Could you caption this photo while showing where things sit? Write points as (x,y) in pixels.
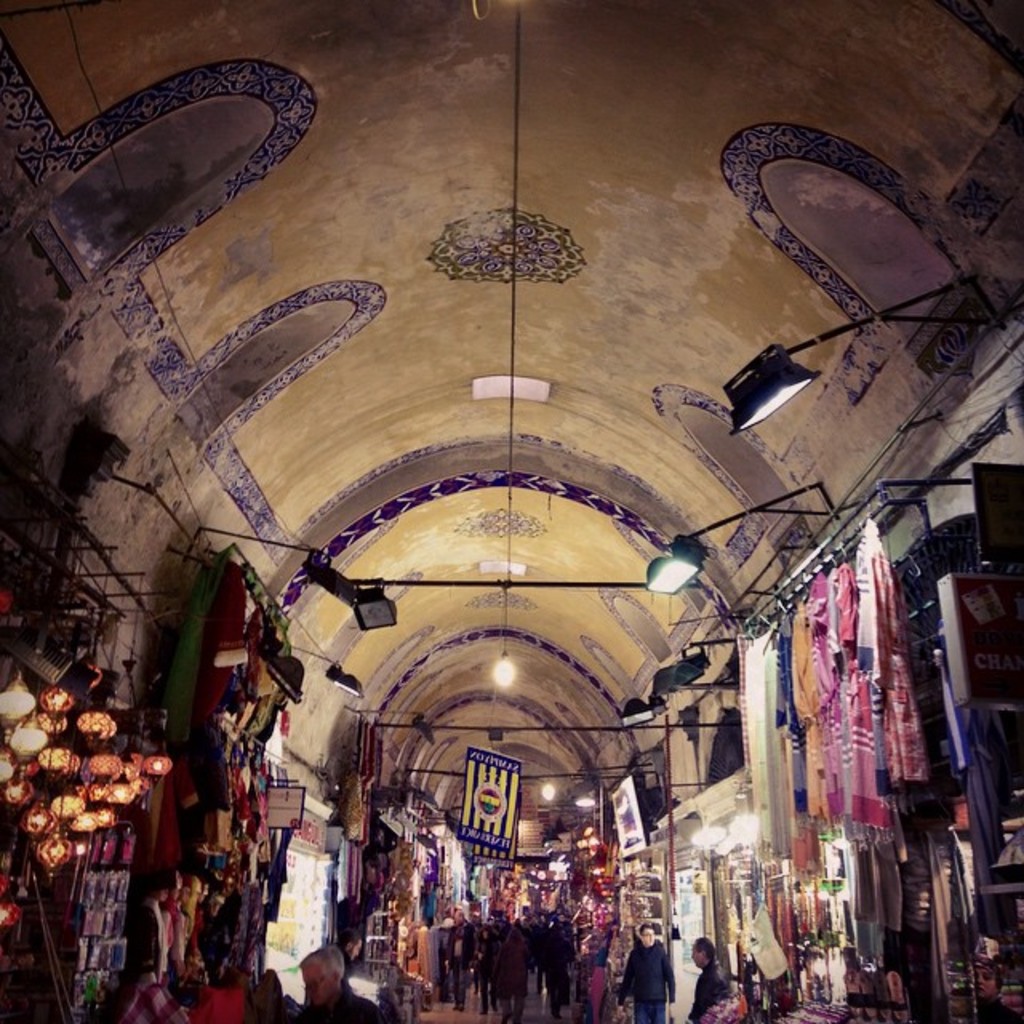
In this image, we can see some stores (860,702). We can see some clothes (858,773) on hangers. We can see some objects (29,955) on the left (192,739). There are a few people (544,968). We can see some boards (471,757) with text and images (629,830). We can see the roof (556,237) with some art (556,226). We can see some light poles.
